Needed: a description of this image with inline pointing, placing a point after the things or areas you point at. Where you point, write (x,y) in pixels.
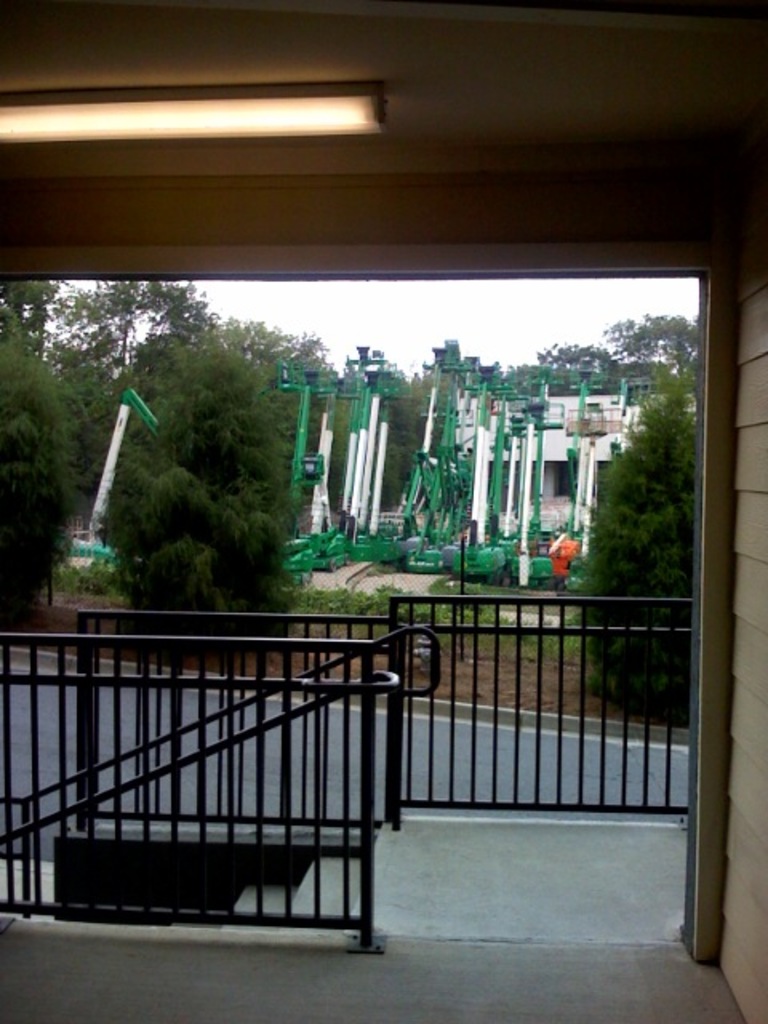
This image is clicked outside. There is a building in the middle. There are trees (255,546) in the middle (385,490). There is sky (433,347) at the top (474,339). There are stairs (234,874) at the bottom (352,857).
